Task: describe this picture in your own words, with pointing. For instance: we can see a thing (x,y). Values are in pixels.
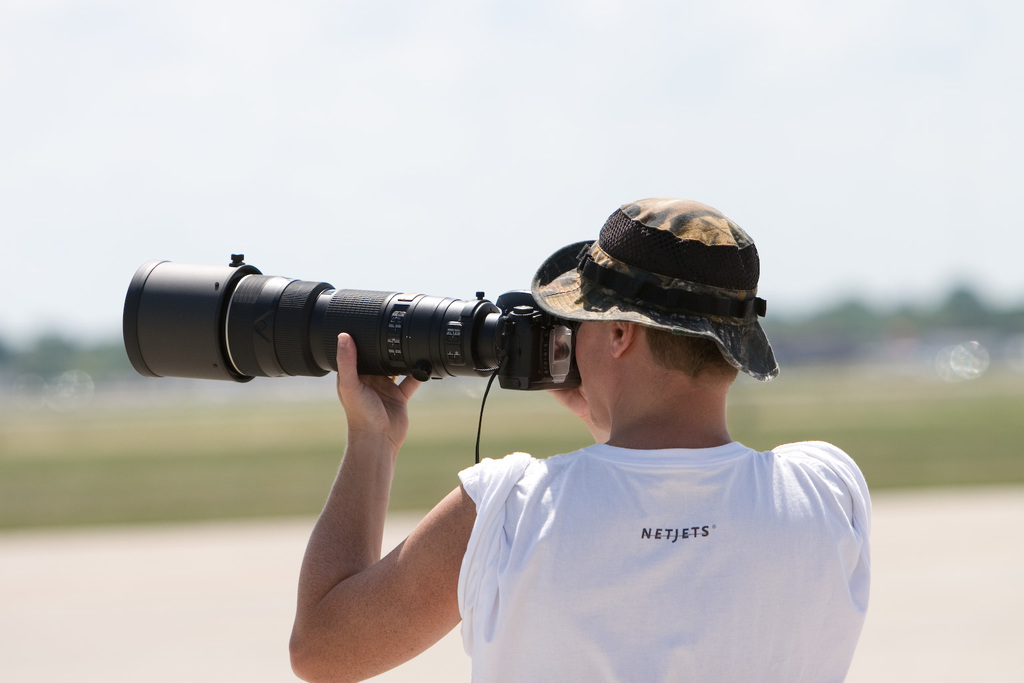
As we can see in the image there is a man (615,332) holding camera (400,364).
